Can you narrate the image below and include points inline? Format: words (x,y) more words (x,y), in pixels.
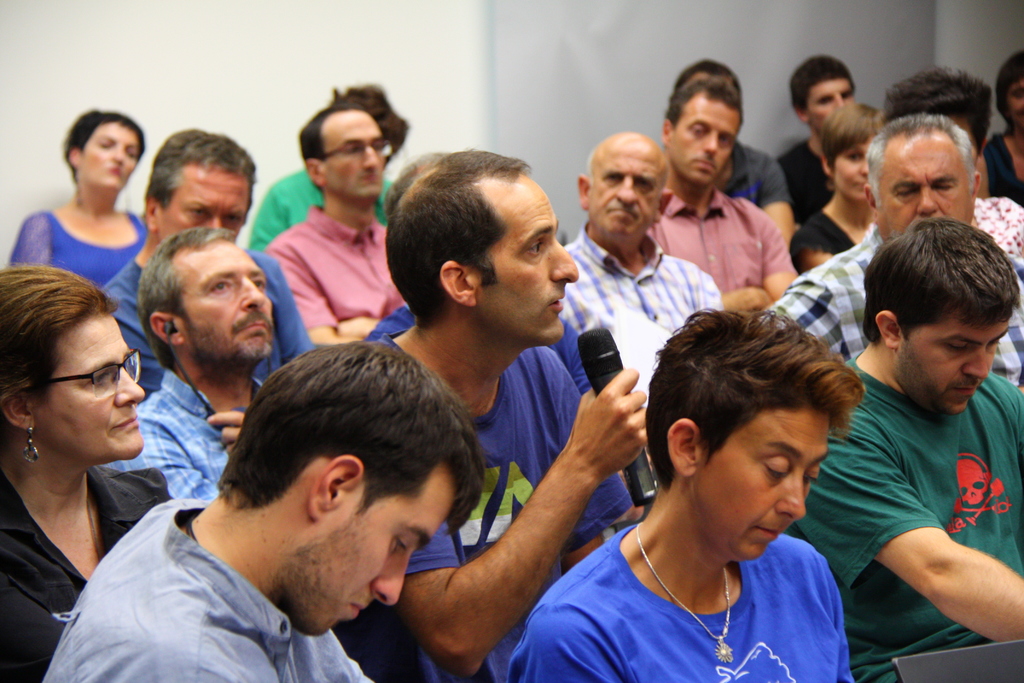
In this picture there are few people (554,383) sitting where one among them is holding a mic (604,359) in his hand (613,382) and speaking in front of it.
